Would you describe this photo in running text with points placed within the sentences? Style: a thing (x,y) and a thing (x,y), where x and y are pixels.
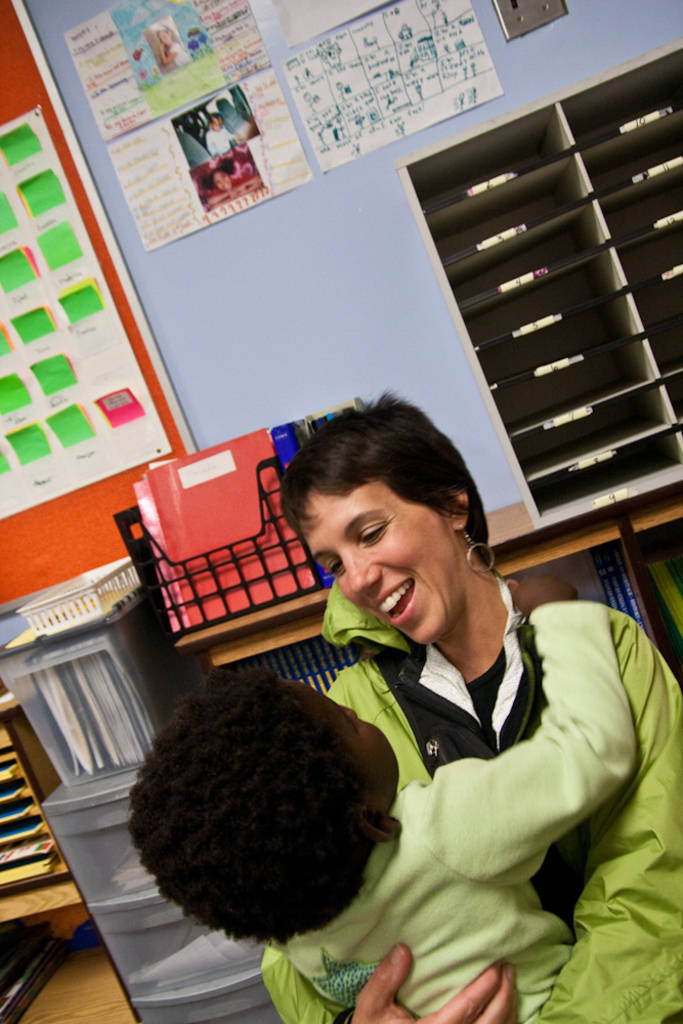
In the image I can see the person (472,682) is holding another person (453,859). They are wearing green, black and white color dresses (462,726). Back I can see few objects (62,729) and books (68,736) in the grey color boxes (45,645). I can see few papers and the board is attached to the wall (261,240).
